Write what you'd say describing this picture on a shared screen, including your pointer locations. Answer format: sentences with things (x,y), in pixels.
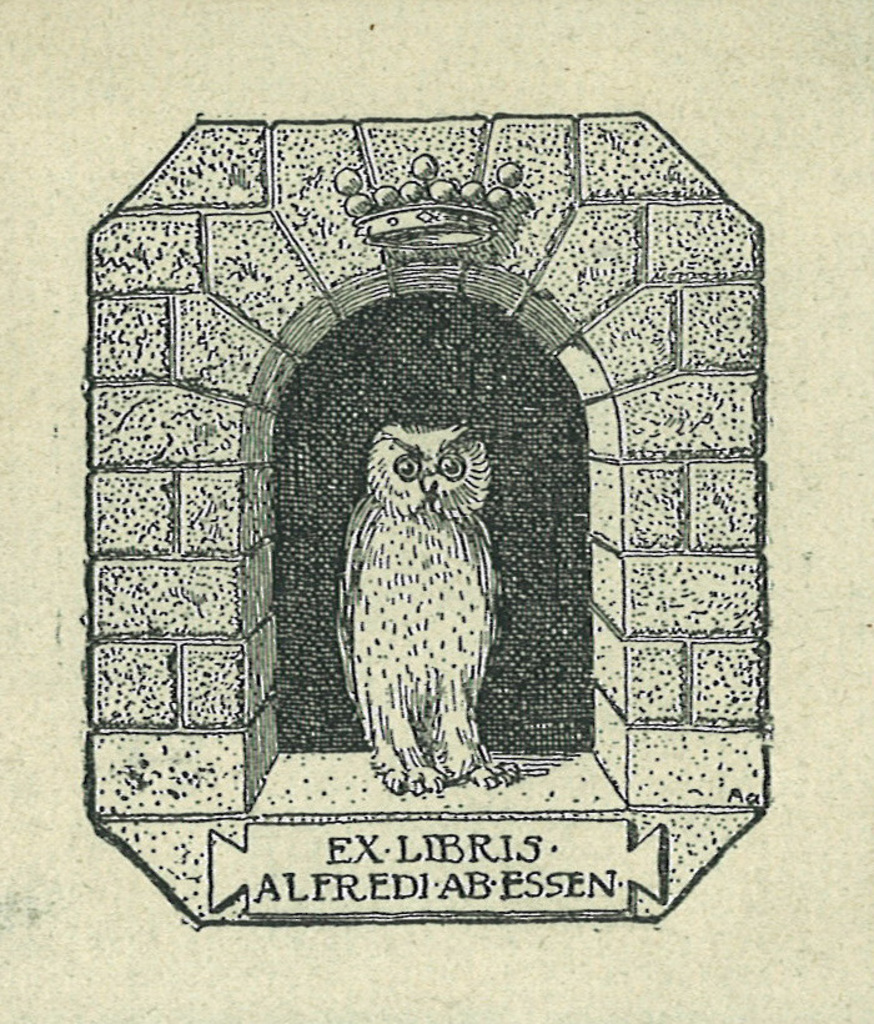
This image is of a paper (78,565) in which there is an owl (455,464) and there is an arch (704,709). There is some text (420,846) at the bottom of the image (430,872).
